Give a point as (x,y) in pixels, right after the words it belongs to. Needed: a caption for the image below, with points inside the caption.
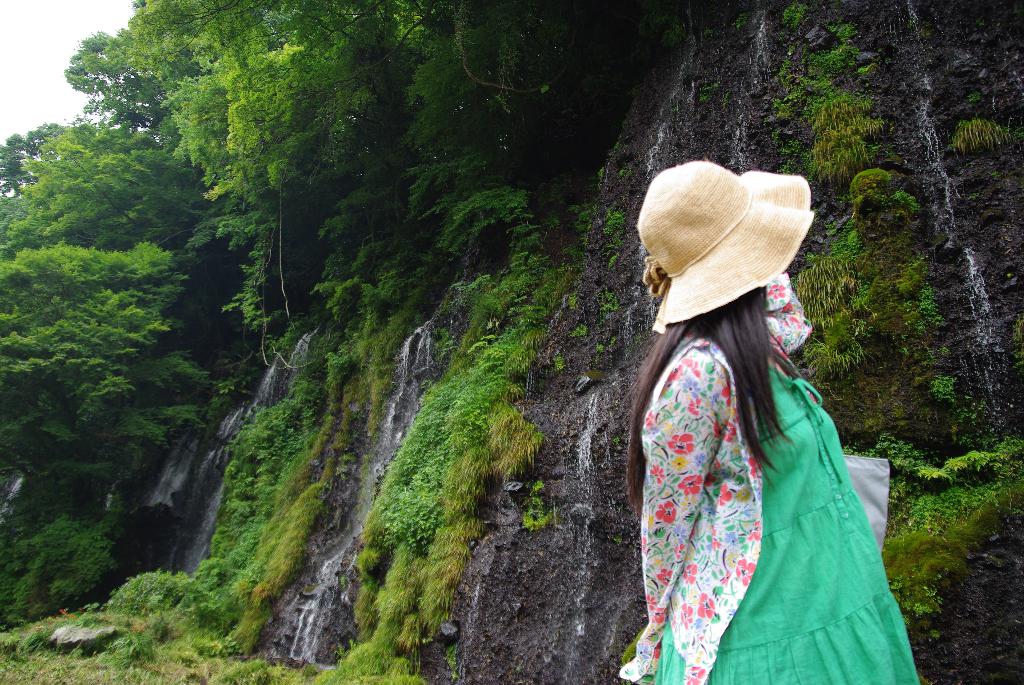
In this picture we can see a woman (867,663), she is wearing a hat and in the background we can see trees (11,322).
